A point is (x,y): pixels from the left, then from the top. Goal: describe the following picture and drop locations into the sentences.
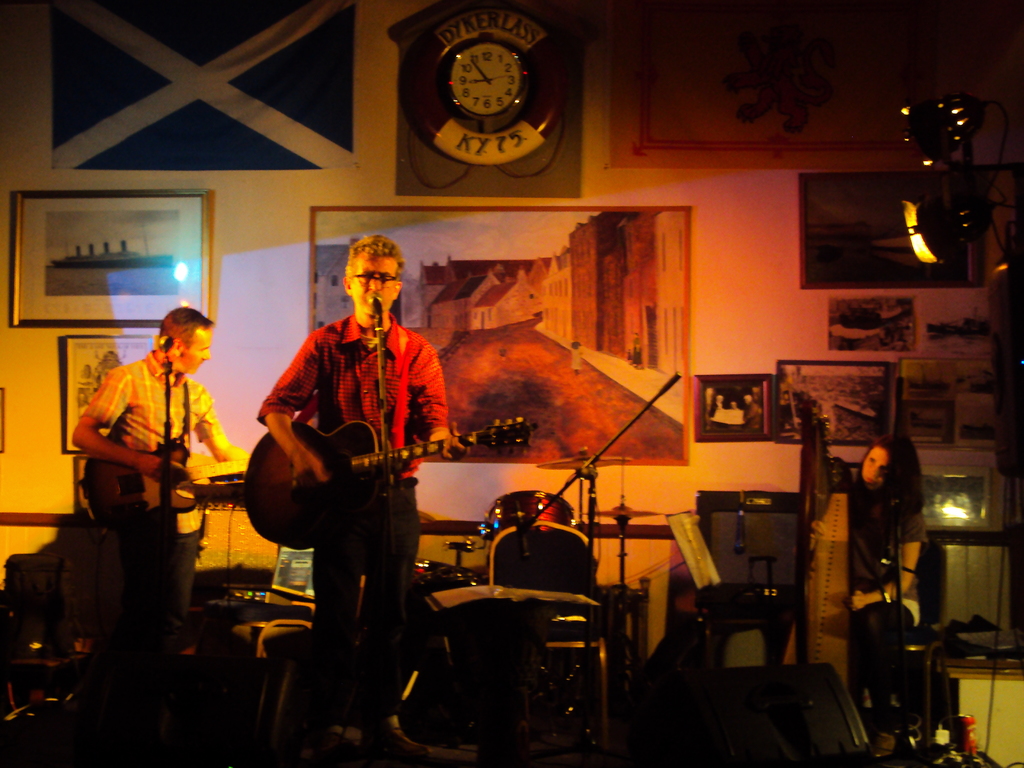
This 2 persons (388,624) are standing and holding a guitar (354,442) in-front of mic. On wall (847,355) there are different type of pictures (73,209) and clock (503,52). This girl (859,558) is sitting on a chair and plays a musical instrument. This are musical instruments (842,576).
